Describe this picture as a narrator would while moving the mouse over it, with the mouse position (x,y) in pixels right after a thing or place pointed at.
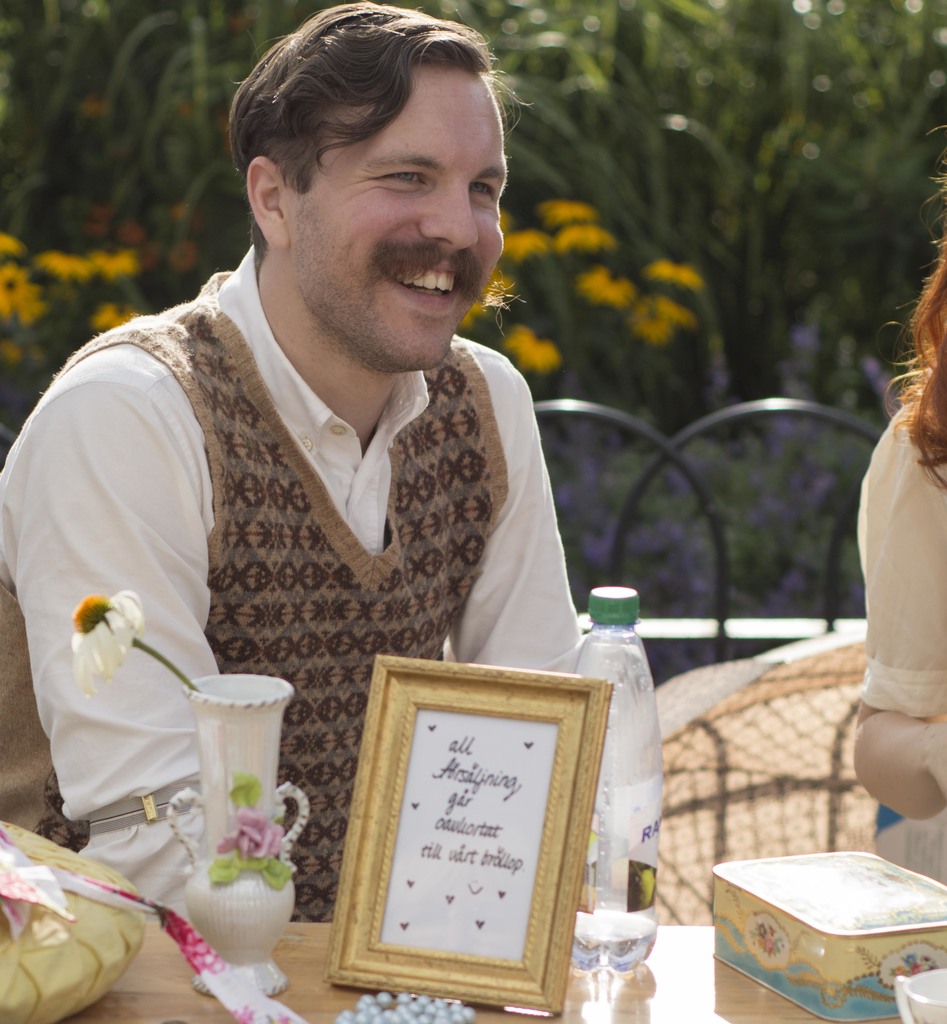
In this image we can see a man (256,476) wearing white color dress (288,374) brown color sweater (285,572) sitting on chair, on right side of the image (879,500) there is a lady person (893,636), there is flower vase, box (804,912), bottle (587,962), photo frame (450,885) on table (191,997) and in the background of the image (744,138) there are some plants (140,247), flowers (105,261).
